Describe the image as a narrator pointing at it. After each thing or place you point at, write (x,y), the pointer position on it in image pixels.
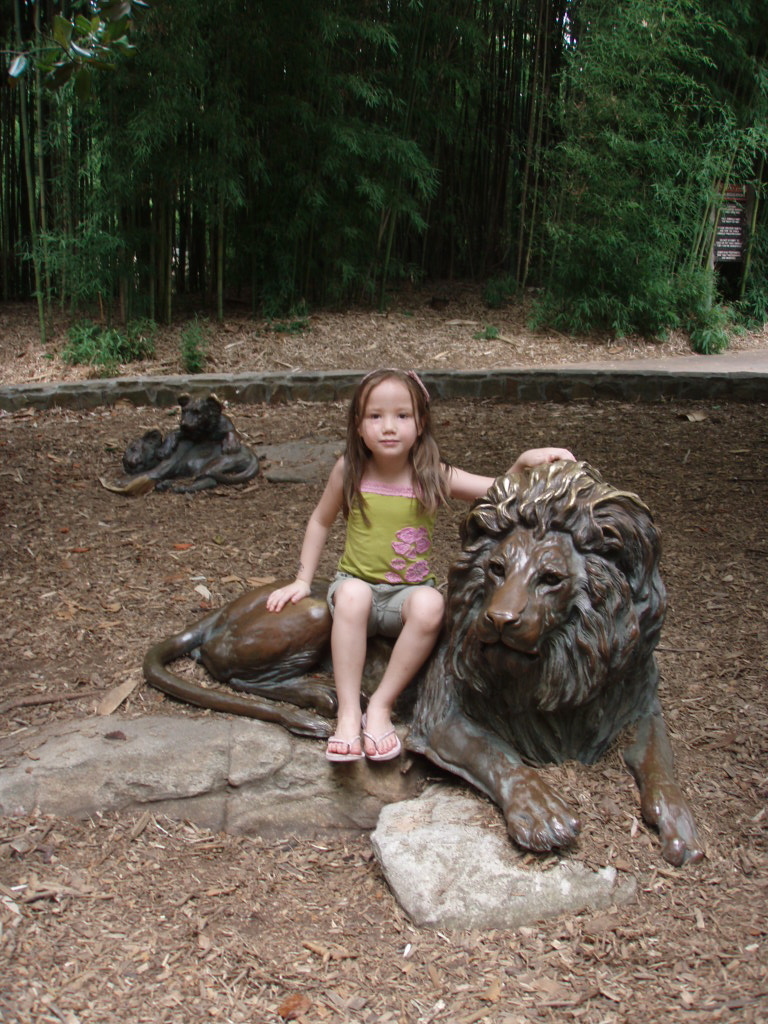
This image consists of trees (398,164) at the top (384,147). There are statues (500,715) of animals (500,715) in the middle (282,659). On that there is a kid (388,740) sitting.
